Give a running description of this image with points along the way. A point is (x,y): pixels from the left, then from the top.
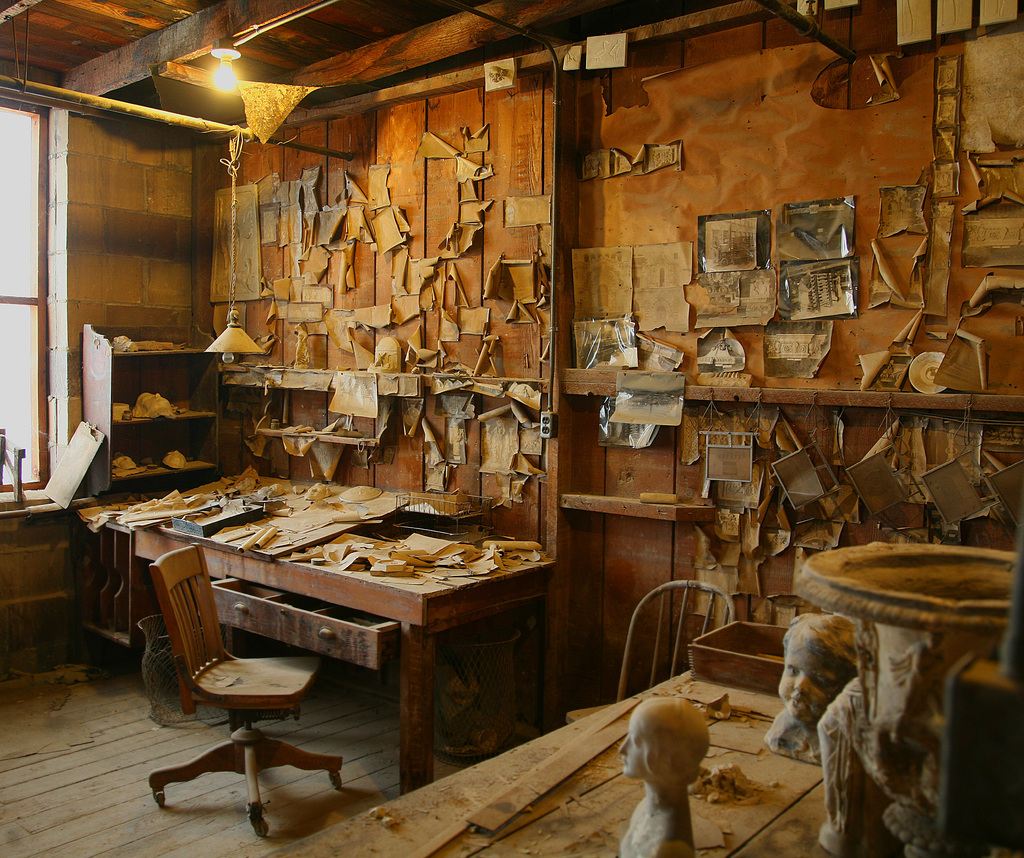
In this image, we can see sculptures (911,687), papers (360,545) and some other objects (121,463) on the tables (379,610) and we can see chairs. In the background (406,346), there are papers (835,297) and boards (711,472) on the wall (470,444) and we can see lights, a stand (143,427) and some other objects (137,400) and there is a window (19,317). At the top (329,16), there is a roof (488,35) and at the bottom (127,808), there is a floor (168,797).
